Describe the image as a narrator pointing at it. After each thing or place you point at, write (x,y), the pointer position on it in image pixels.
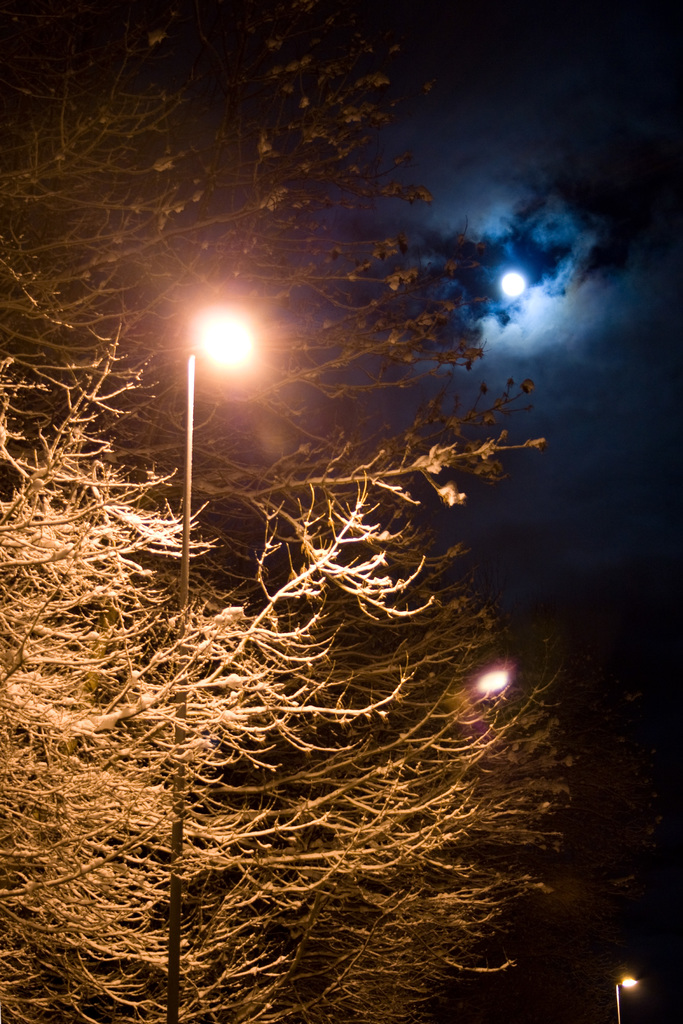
In this image we can see some light poles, trees (254,243). In the background (509,209), we can see the cloudy sky (535,253).
